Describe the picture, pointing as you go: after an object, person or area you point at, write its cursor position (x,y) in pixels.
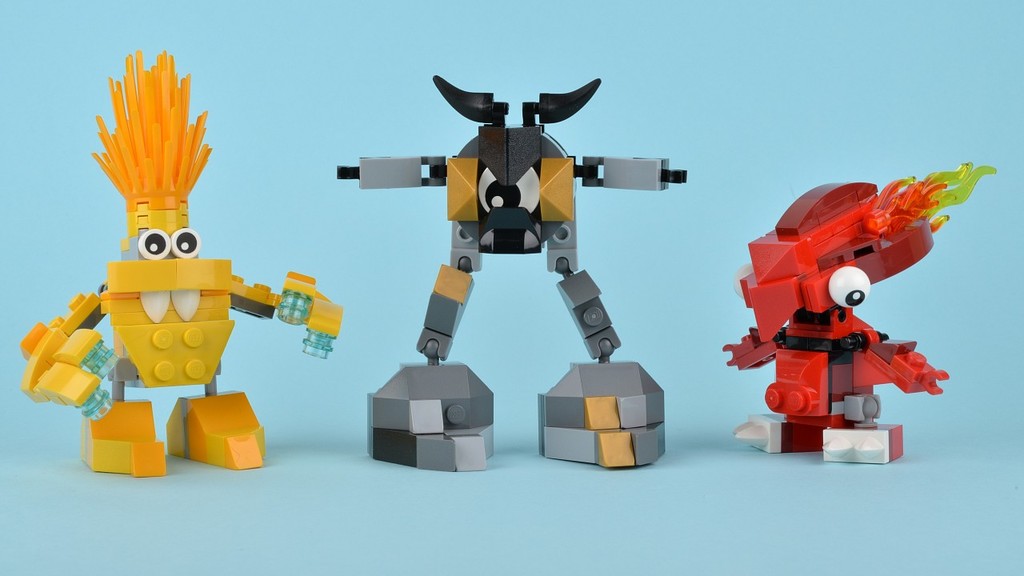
Here in this picture we can see some toys (280,302) present over a place (6,494).
